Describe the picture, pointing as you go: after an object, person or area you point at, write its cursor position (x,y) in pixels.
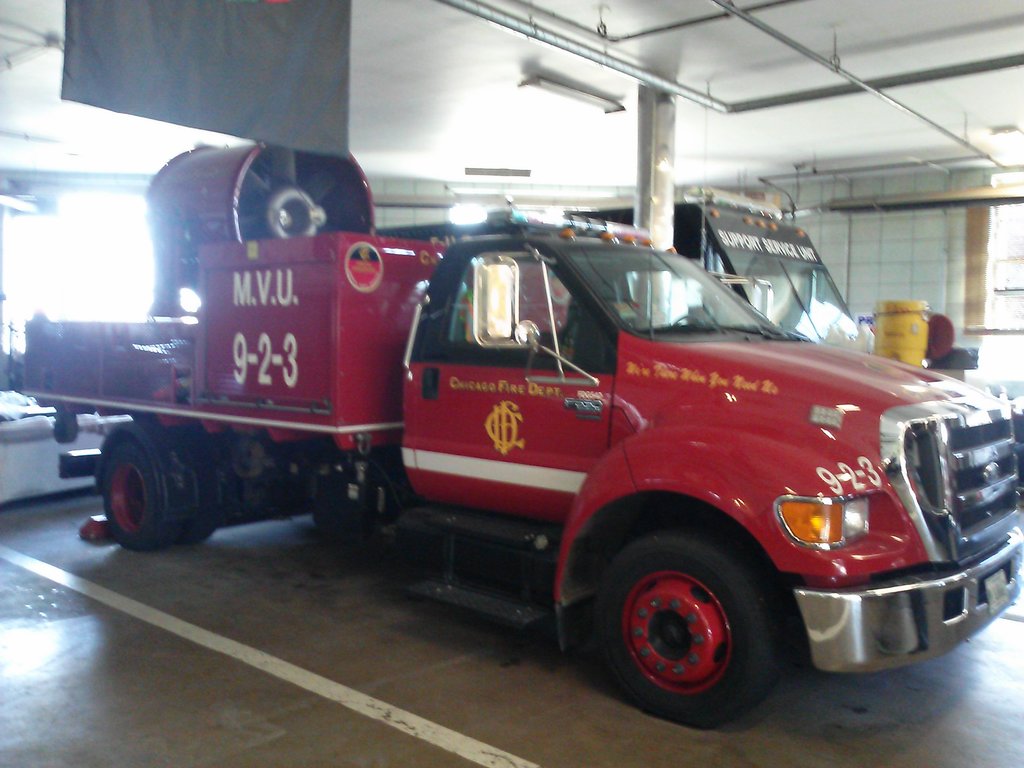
This is a garage (921,289) and here we can see vehicles (596,243) and in the background (886,321), there are containers (917,318) and we can see a pillar (670,227), lights (651,241), banner (266,85), rods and some other objects (21,399). At the top (732,54), there is roof (825,54) and at the bottom (208,668), there is floor (165,674).
